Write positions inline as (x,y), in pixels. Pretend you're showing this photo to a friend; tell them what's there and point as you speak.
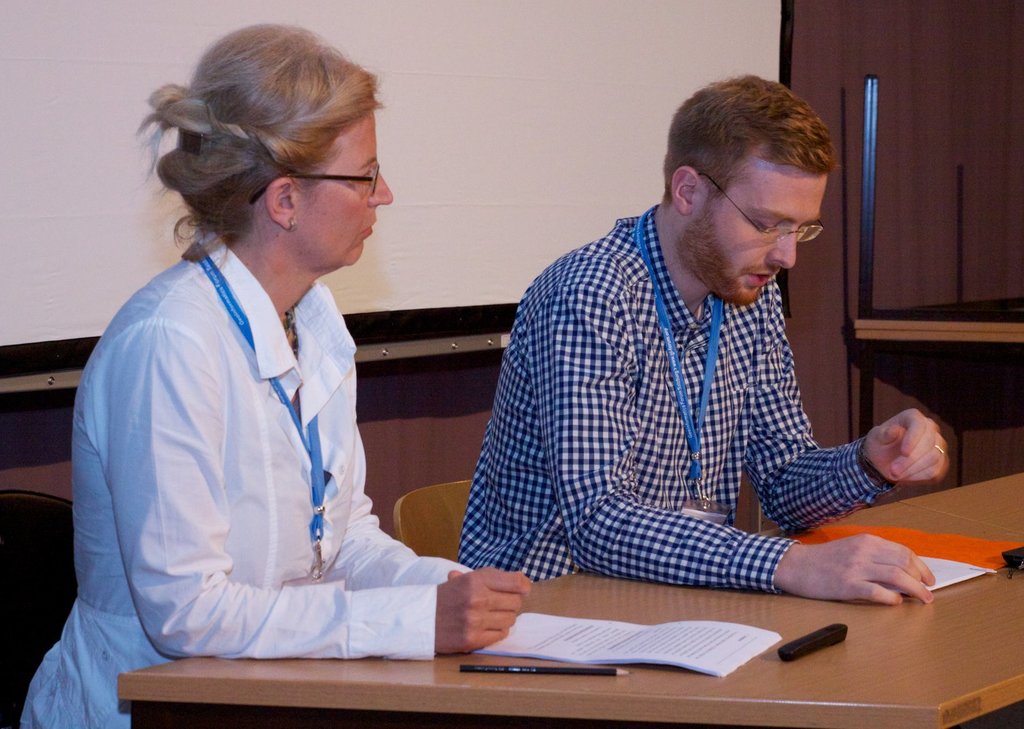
This is the picture of a room (668,388). In this image there are two persons (683,428) sitting behind the table (792,614). There are papers (669,635) and there is a pencil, marker (799,648) on the table (750,608). At the back (512,183) there is a screen (531,66) and there is a wall (821,35) and there are tables (898,311).
